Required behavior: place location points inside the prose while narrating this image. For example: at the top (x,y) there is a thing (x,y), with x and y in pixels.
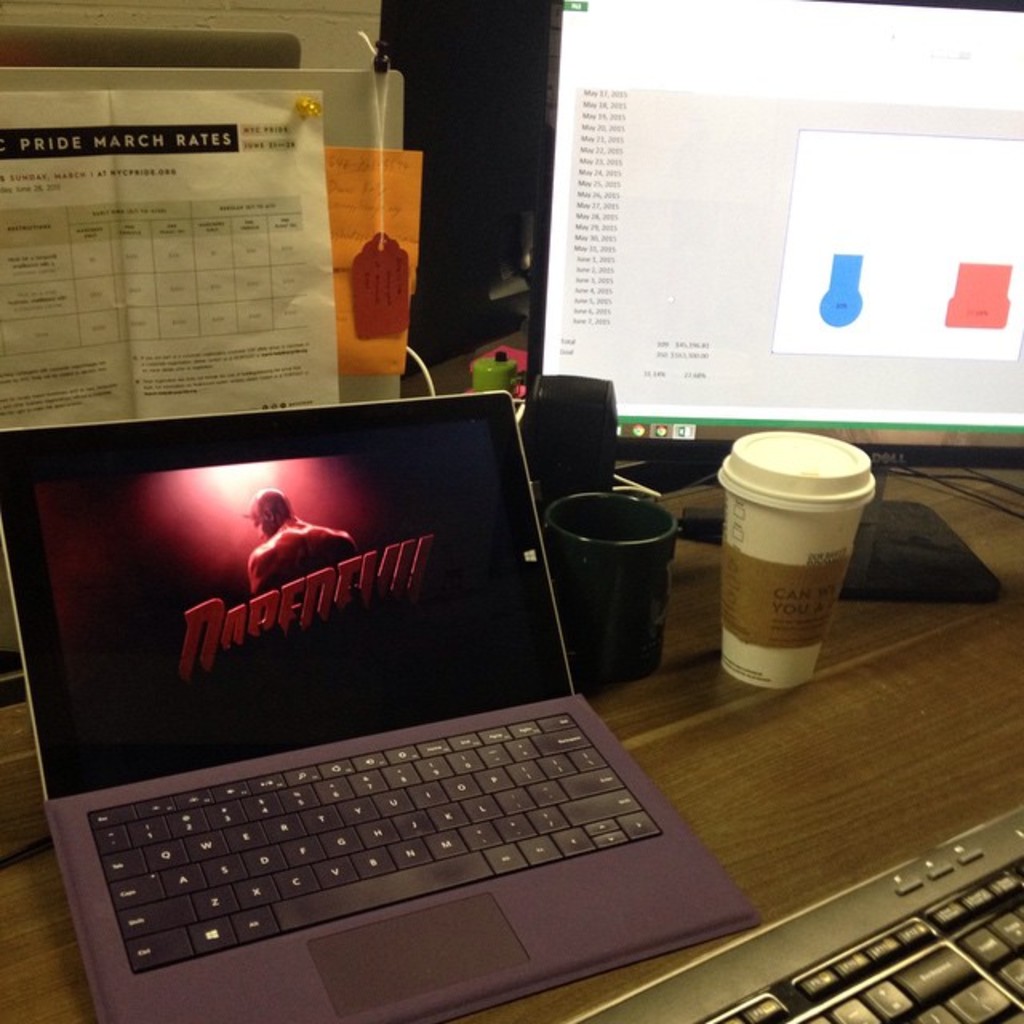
In the image on the wooden surface (847,768) there is a laptop (493,807), keyboard (779,981), monitor (581,49), black cup (587,573) and coffee cup (773,475). Behind the laptop (242,510) there are few papers (287,175) attached to the wall (302,53) and also there is a tag (371,313) hanging to it.
